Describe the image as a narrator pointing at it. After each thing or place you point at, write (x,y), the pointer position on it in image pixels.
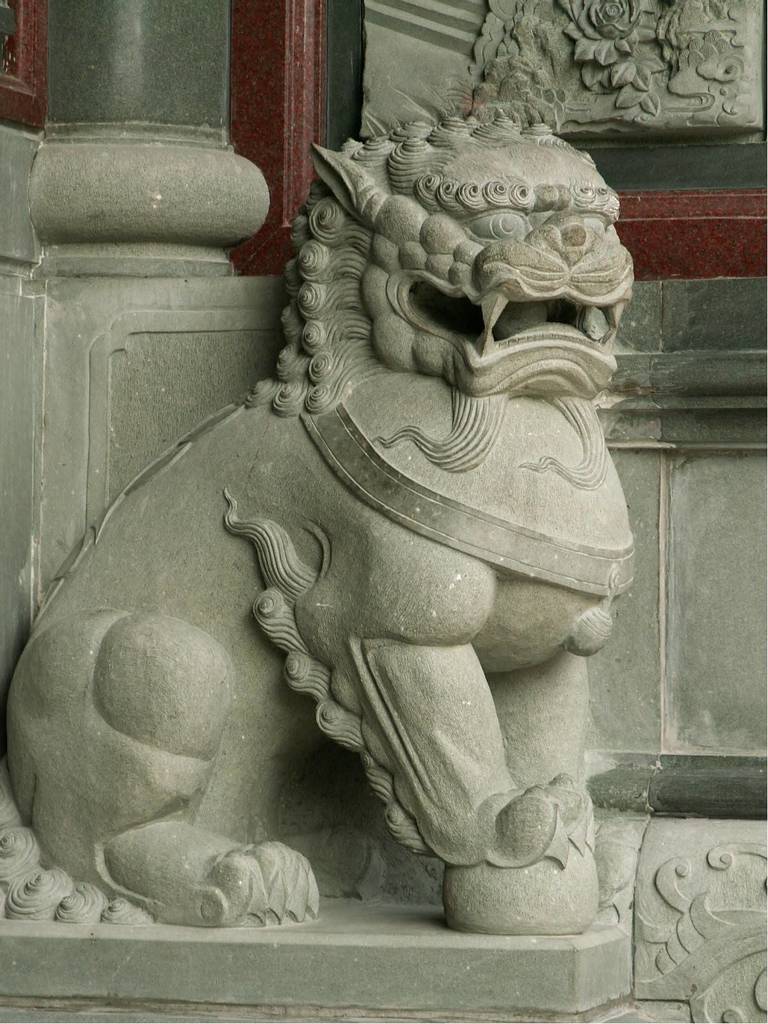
In this image there is sculpture of an animal (374,559), at the background of the image (730,570) there is a wall (0,415).
